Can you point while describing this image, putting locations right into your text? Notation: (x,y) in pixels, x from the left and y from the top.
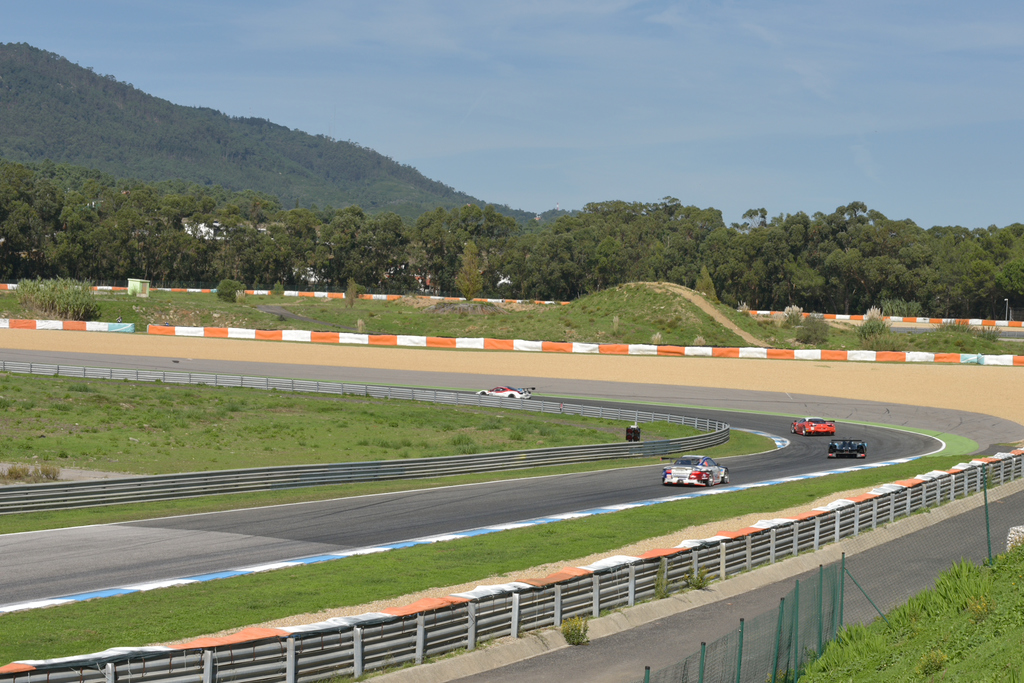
In this picture there are cars (712,481) on the road (762,468). In the foreground (98,664) there is a railing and there is a fence (768,659). At the back (599,249) there are trees (593,228) and there is a mountain (553,209) and there might be buildings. At the top (746,148) there is sky (746,148) and there are clouds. At the bottom (942,645) there is grass (942,645) and there is a road (182,541).
